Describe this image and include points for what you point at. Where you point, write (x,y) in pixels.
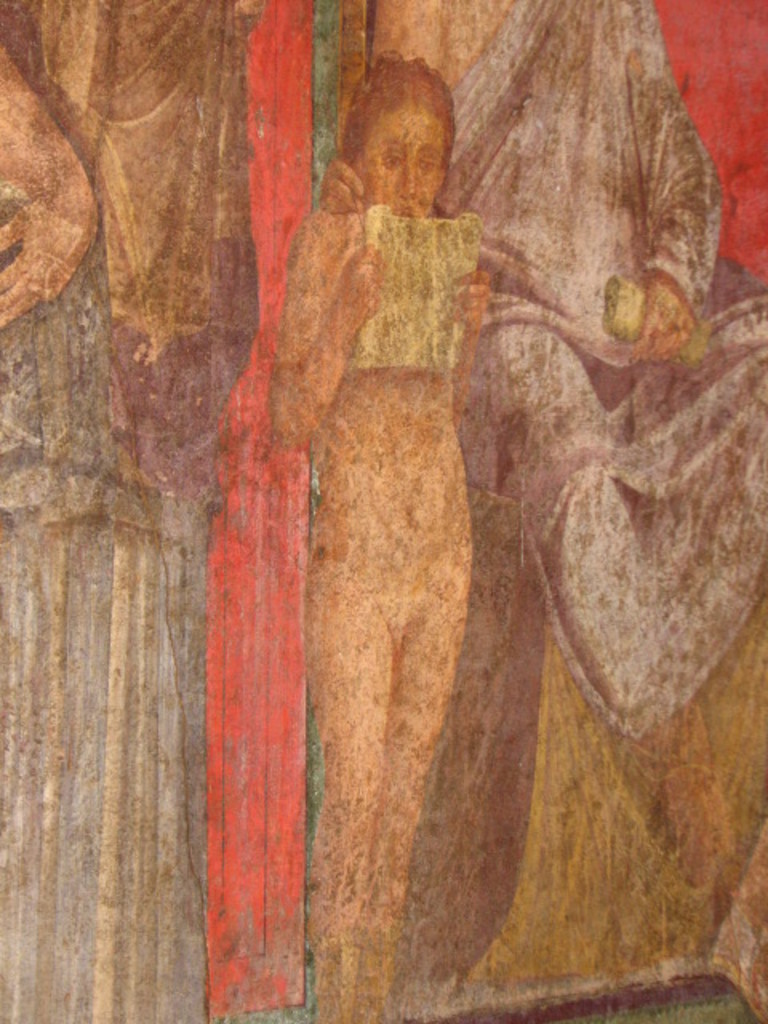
In this image I can see a painting (420,591) of a woman (413,584) and people (333,444).
